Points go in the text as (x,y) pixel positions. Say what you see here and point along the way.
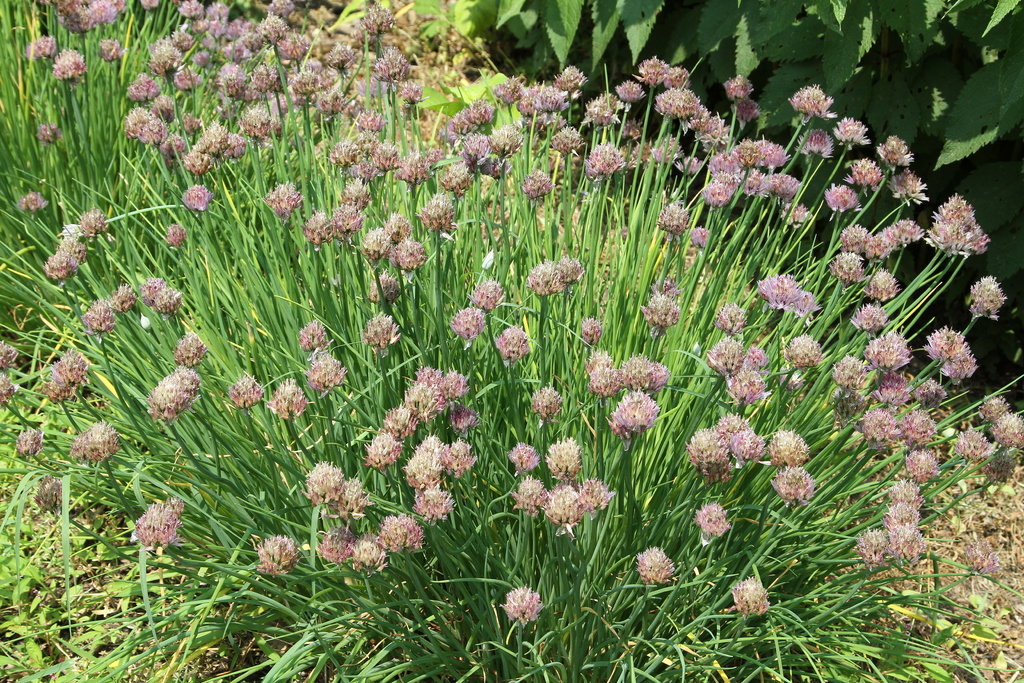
In this image, we can see plants (488,231) with flowers (998,462).
